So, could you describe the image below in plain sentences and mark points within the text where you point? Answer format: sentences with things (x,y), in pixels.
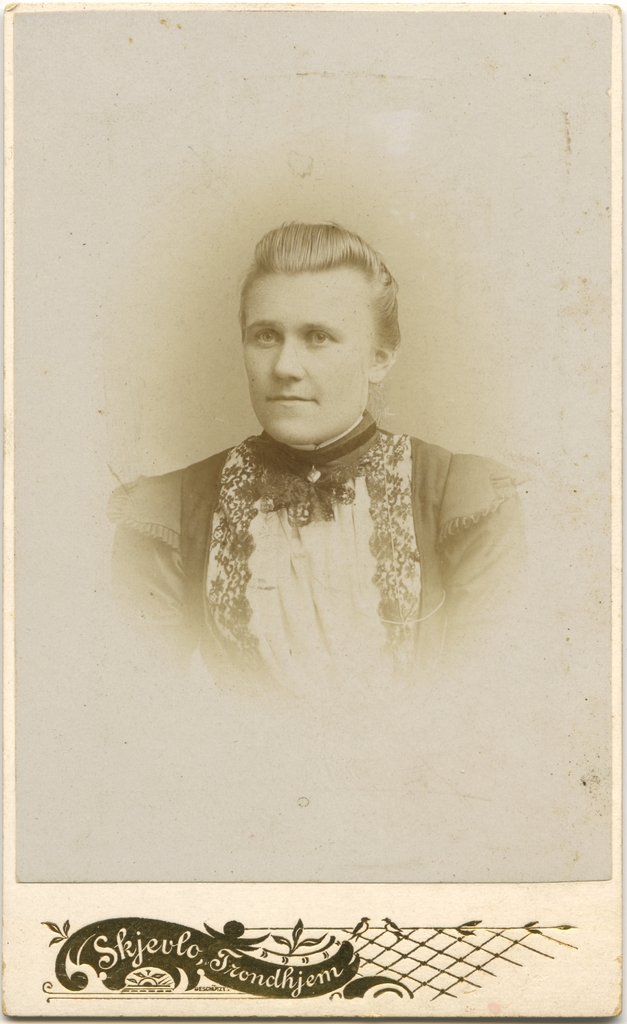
In the image there is a photograph (456,646) of a woman (184,480). At the bottom of the image (180,971) there is a design (64,923). And on the design (49,928) there is something written on it.
